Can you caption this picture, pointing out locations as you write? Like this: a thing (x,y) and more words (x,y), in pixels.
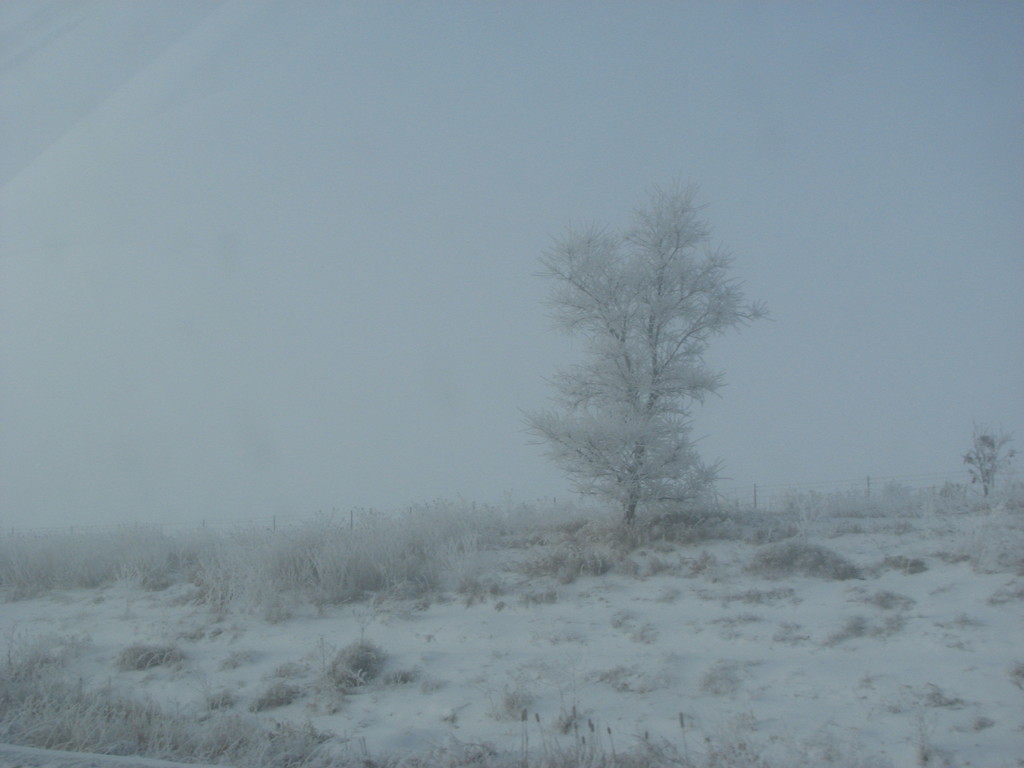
We can see snow (917,645), grass (239,727) and trees (590,494). In the background (895,482) we can see fence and sky (825,377).
